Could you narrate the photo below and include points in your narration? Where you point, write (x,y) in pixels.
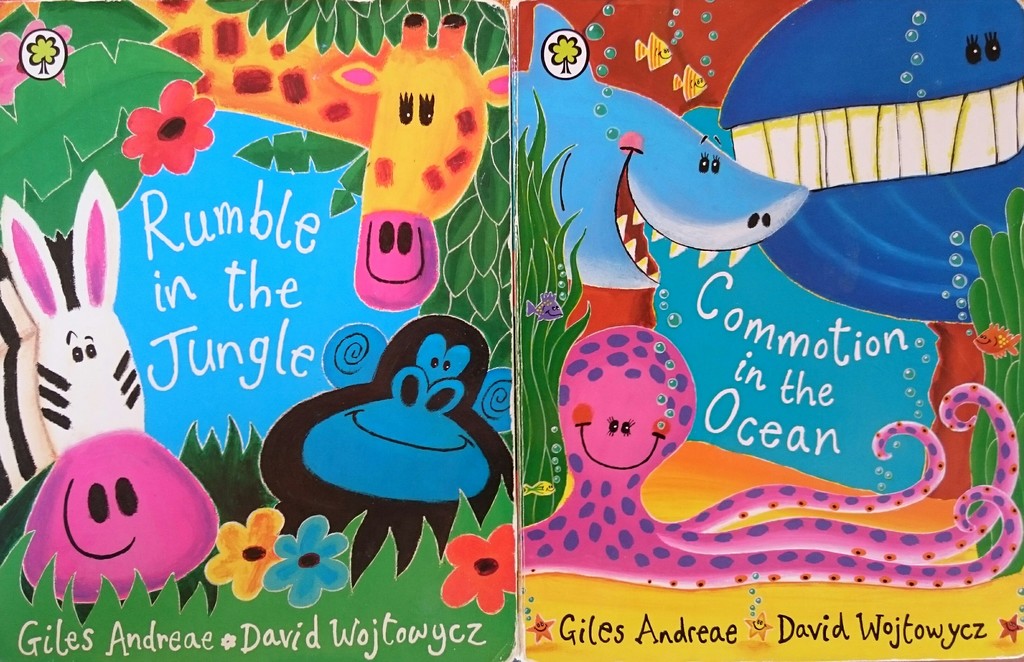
In this picture I can see couple of books (757,370) and I can see few cartoons (366,82) on the cover page (664,357) and I can see text (313,345) in the middle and at the bottom of the picture (802,620).
